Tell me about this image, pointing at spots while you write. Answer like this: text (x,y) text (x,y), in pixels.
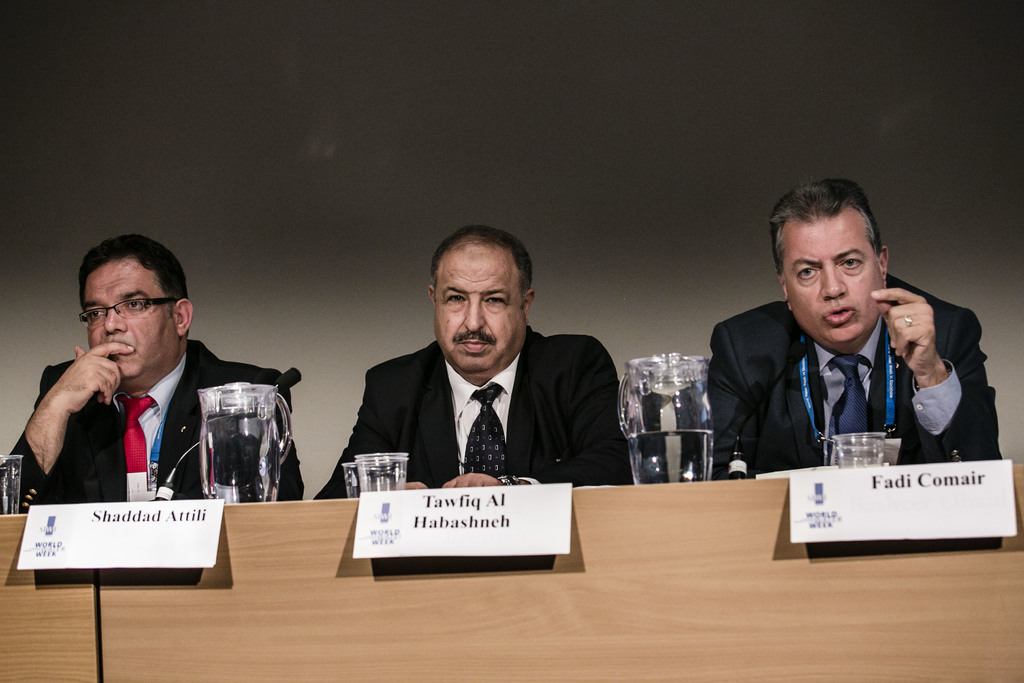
In this image there are three persons (983,382) sitting, there are jugs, glasses (387,477), name plates (973,520), mikes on the table (594,492), and in the background (412,188) there is a wall (440,220).
